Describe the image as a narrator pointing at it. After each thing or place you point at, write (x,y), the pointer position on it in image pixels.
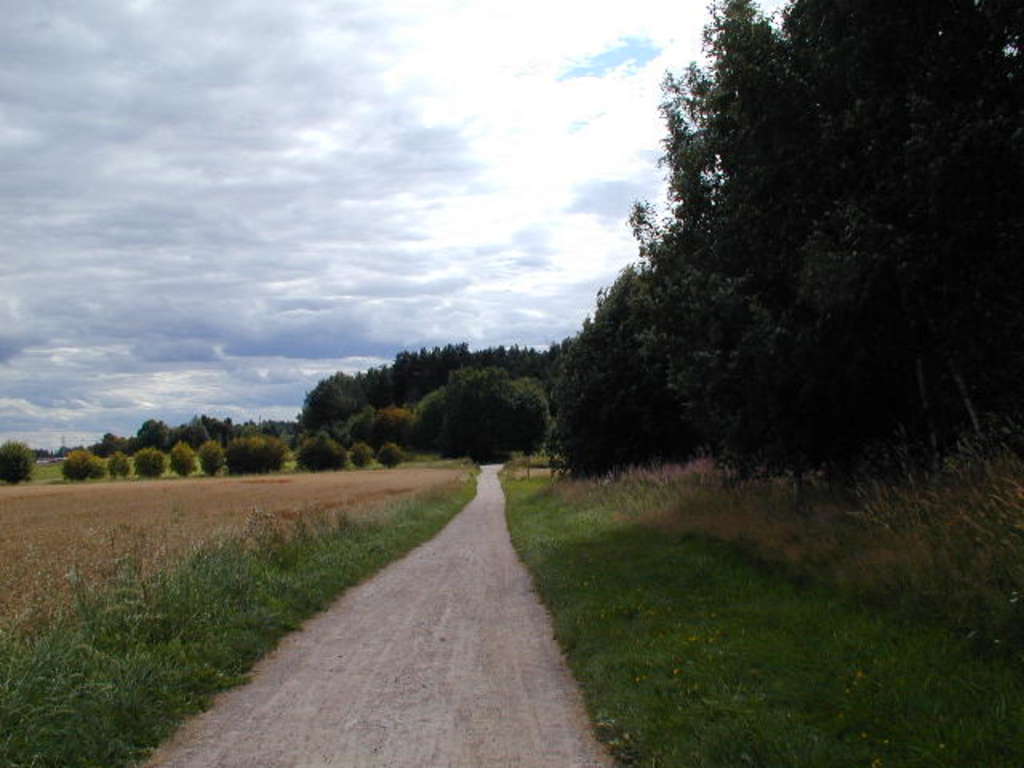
In this image, we can see some trees (260,438) and plants (414,504). There is a path (500,643) at the bottom of the image (513,713). There are clouds (418,288) in the sky (410,112).
